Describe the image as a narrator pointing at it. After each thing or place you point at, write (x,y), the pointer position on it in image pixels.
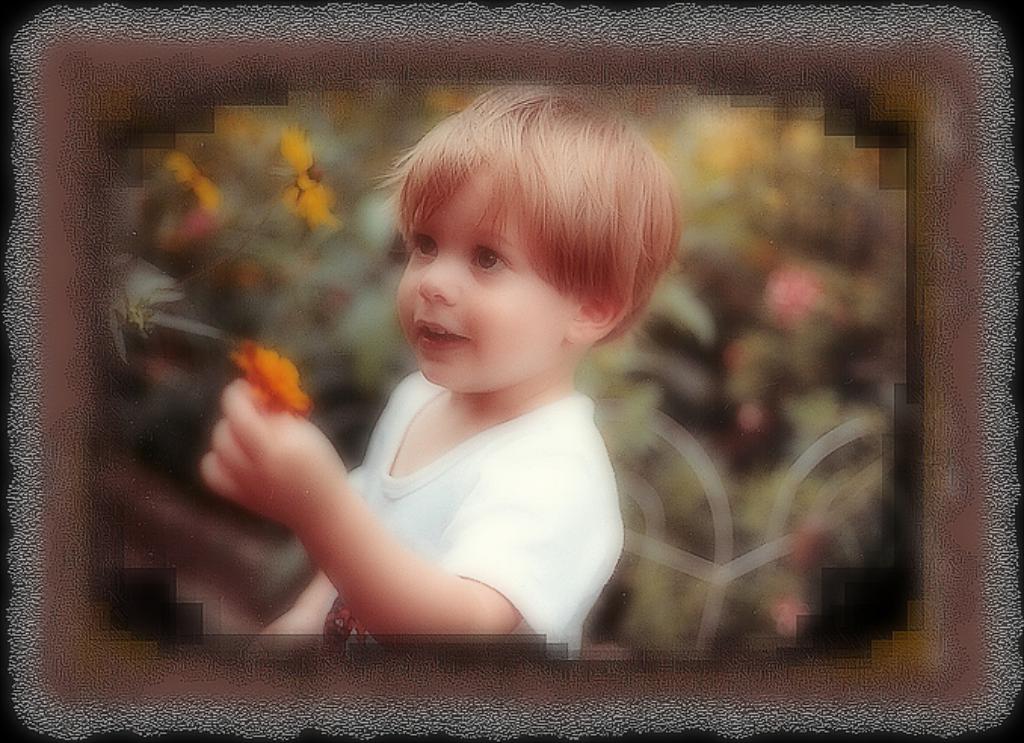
This is an edited image, in this image in the center (421,324) there is one boy (486,446) who is holding a flower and smiling and in the background (805,285) there are some plants (183,363) and flowers (213,193).
